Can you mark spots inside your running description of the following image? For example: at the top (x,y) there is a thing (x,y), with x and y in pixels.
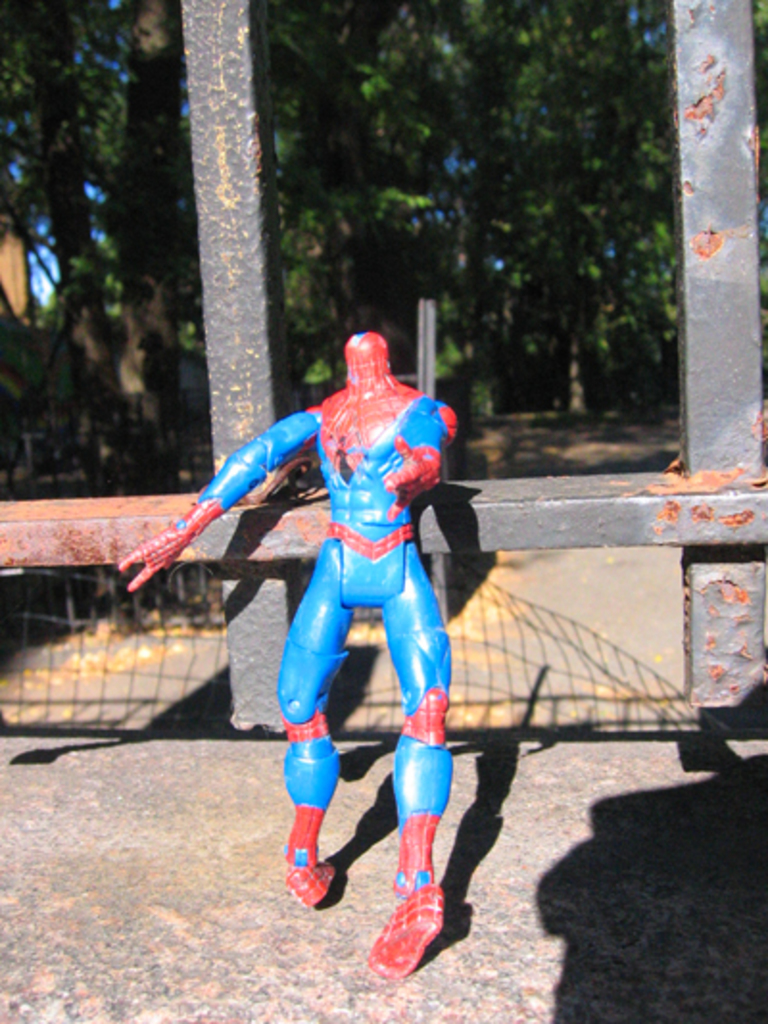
In this image there is a toy (409,915) standing on the road (331,968). Behind it there are metal rods (267,402). In the background (529,189) there are trees (317,256).
